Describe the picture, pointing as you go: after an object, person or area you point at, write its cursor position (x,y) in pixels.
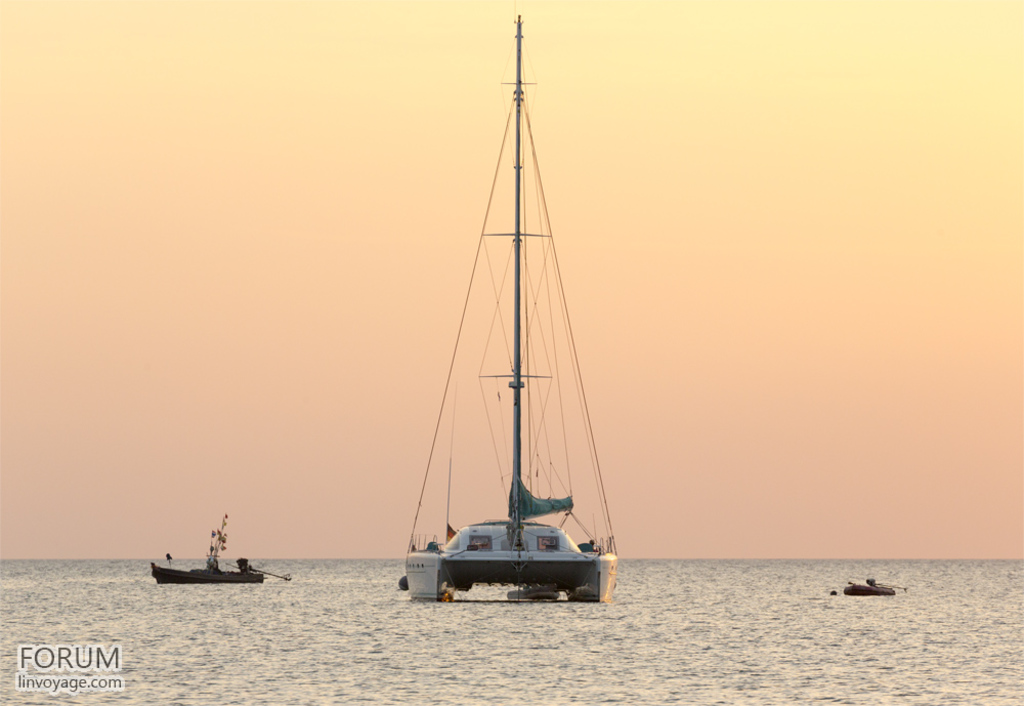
Here in this picture we can see boats (467,583) present in the sea (496,603), as we can see water (352,585) present all over there.
